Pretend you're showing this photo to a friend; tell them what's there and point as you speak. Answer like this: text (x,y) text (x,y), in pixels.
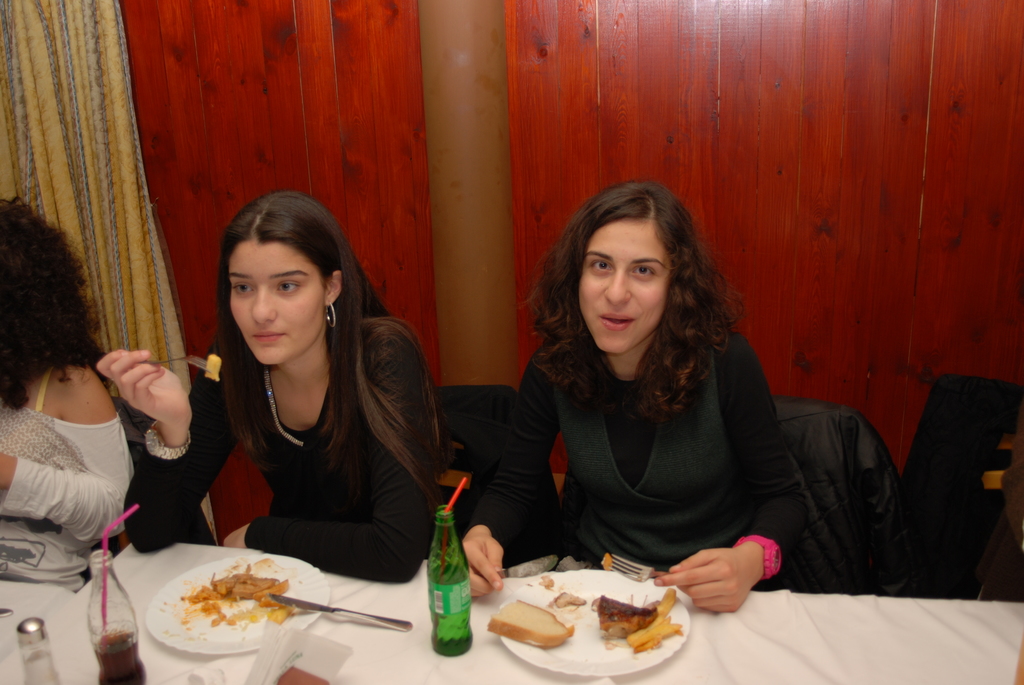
In this image we can see three women (398,490) sitting on the chairs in front of the dining table (843,665) and we can see the two women (593,501) holding the forks (651,571) and having food (246,589). On the table (143,657) we can see drink bottles (108,551) and food items (566,595) in the plate (623,647). In the background (814,76) we can see the wooden wall (155,157). We can also see the curtain (95,130) on the left (133,317).
